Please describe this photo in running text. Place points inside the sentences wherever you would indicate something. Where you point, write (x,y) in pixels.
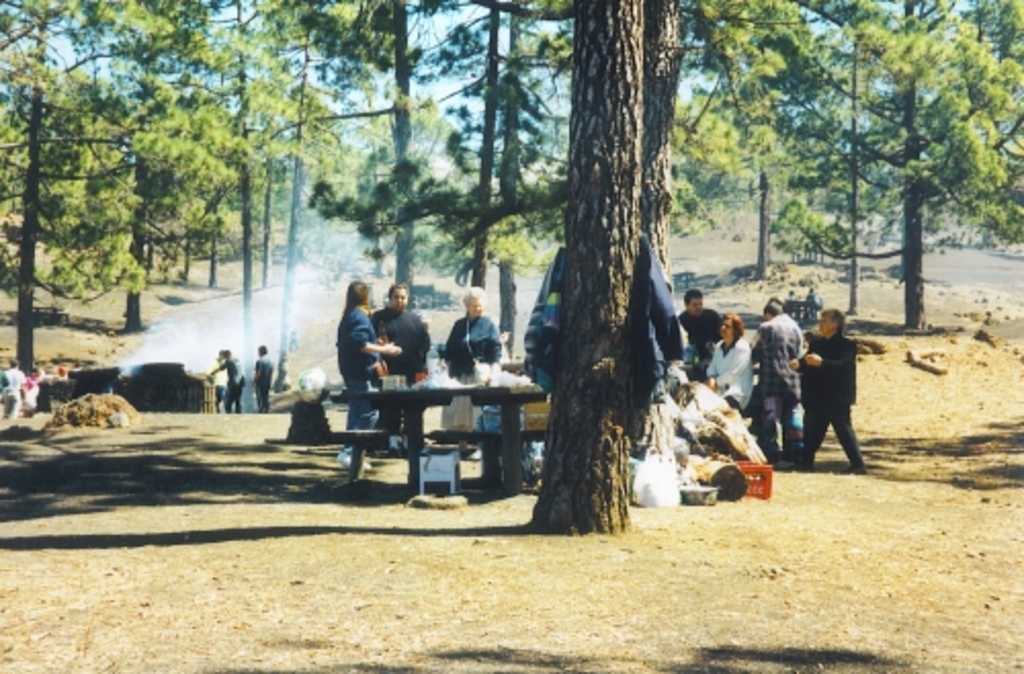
There is a table (513,401). On the table (441,402) there are many items (438,378). There are many people (371,314). There are trees (384,226) and smoke (333,271). On the ground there are covers (665,462), basket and many other items (692,469).
